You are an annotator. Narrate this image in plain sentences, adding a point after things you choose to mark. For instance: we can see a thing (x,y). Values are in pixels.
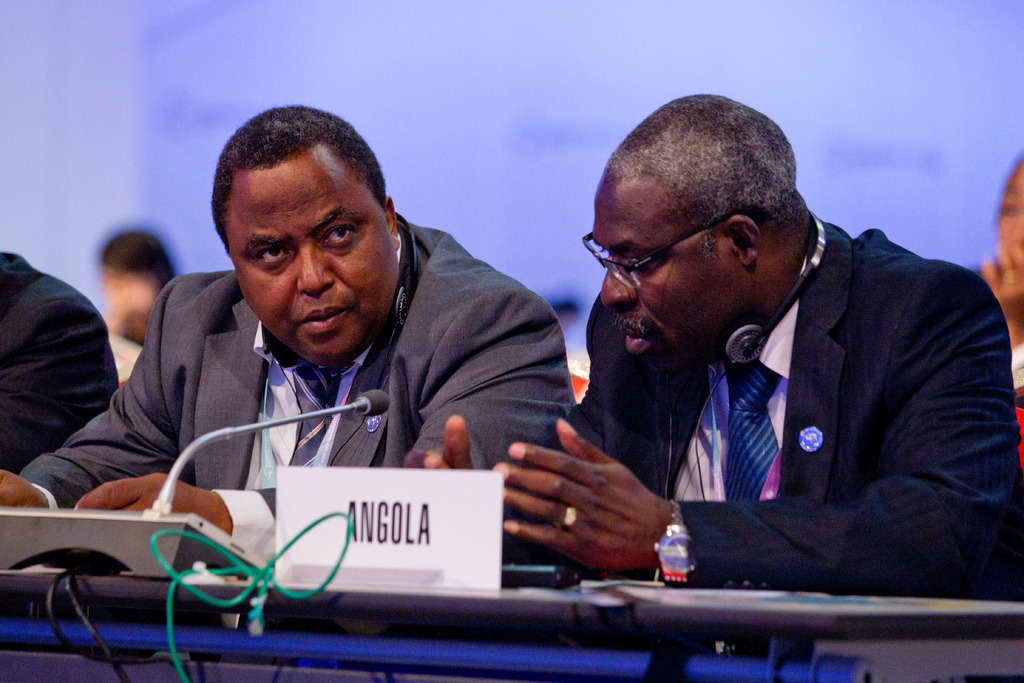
In the center of the image (499,358) we can see people (354,309) sitting. They are wearing suits (384,371). At the bottom (428,669) there is a table (28,655) and we can see a mic (193,522) and a name board (389,560) placed on the table (488,620). In the background (487,115) there is a wall (476,65).
